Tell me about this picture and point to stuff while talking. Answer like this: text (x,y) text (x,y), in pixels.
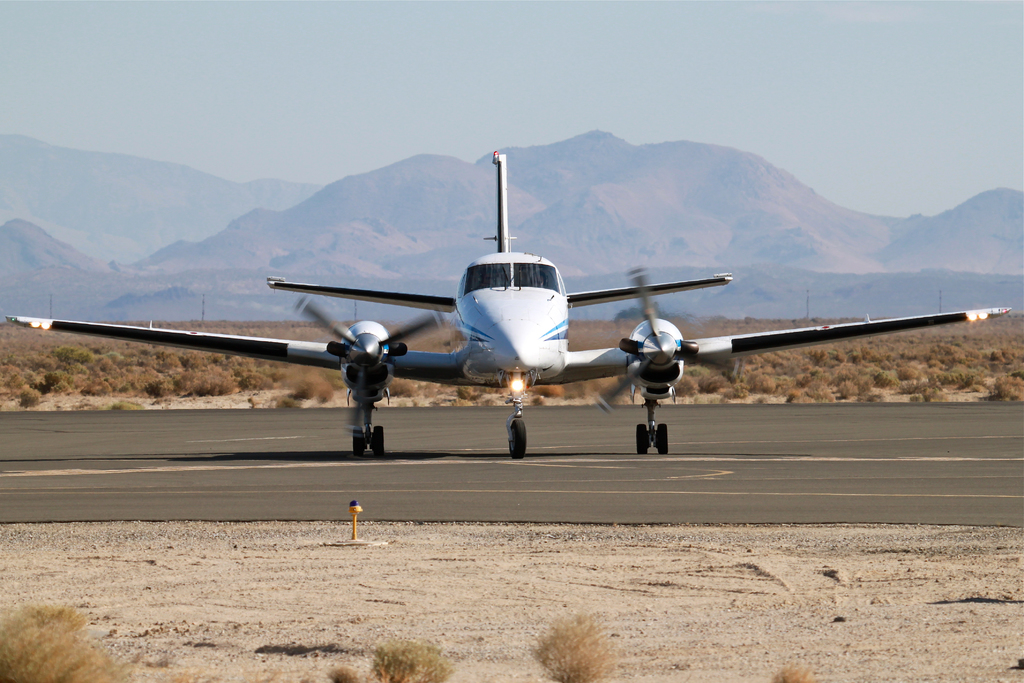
In this picture there is an aircraft (556,309) on the runway (846,474). At the back (578,221) there are mountains (538,228) and poles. At the bottom (166,516) there is a runway (808,481) and there is an object (352,513) on the ground (289,548) and there are plants (31,626).
